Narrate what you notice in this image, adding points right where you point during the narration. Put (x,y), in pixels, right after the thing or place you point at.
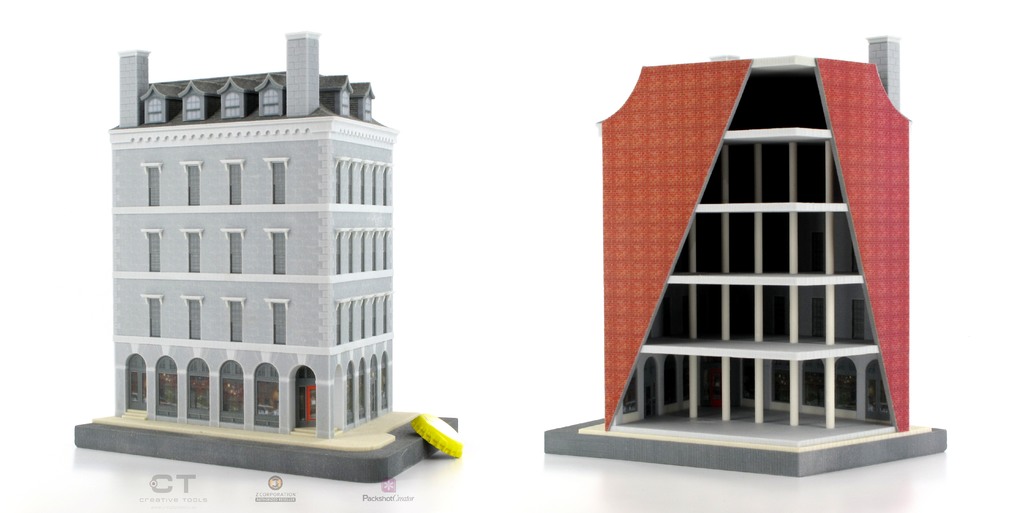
In this image we can see a model of a building (215,273) on the left side of this image (183,286) and on the right side of this image (741,239) as well. We can see watermark (281,491) at the bottom of this image (280,495).
